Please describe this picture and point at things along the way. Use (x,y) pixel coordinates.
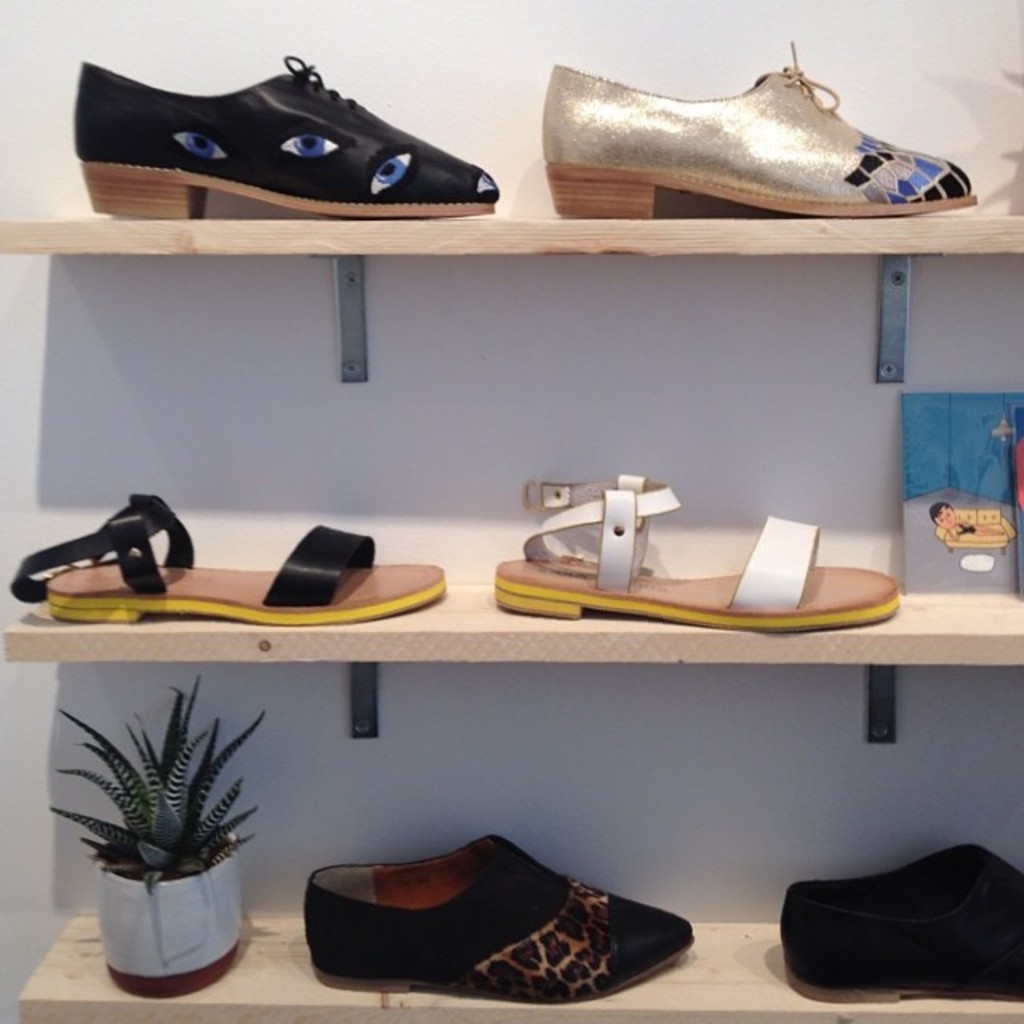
In this picture, we can see the wall (726,370) with shelves (989,616), and some objects (346,128) in the shelves (1020,611) like foot wear (323,138), plant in a pot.
